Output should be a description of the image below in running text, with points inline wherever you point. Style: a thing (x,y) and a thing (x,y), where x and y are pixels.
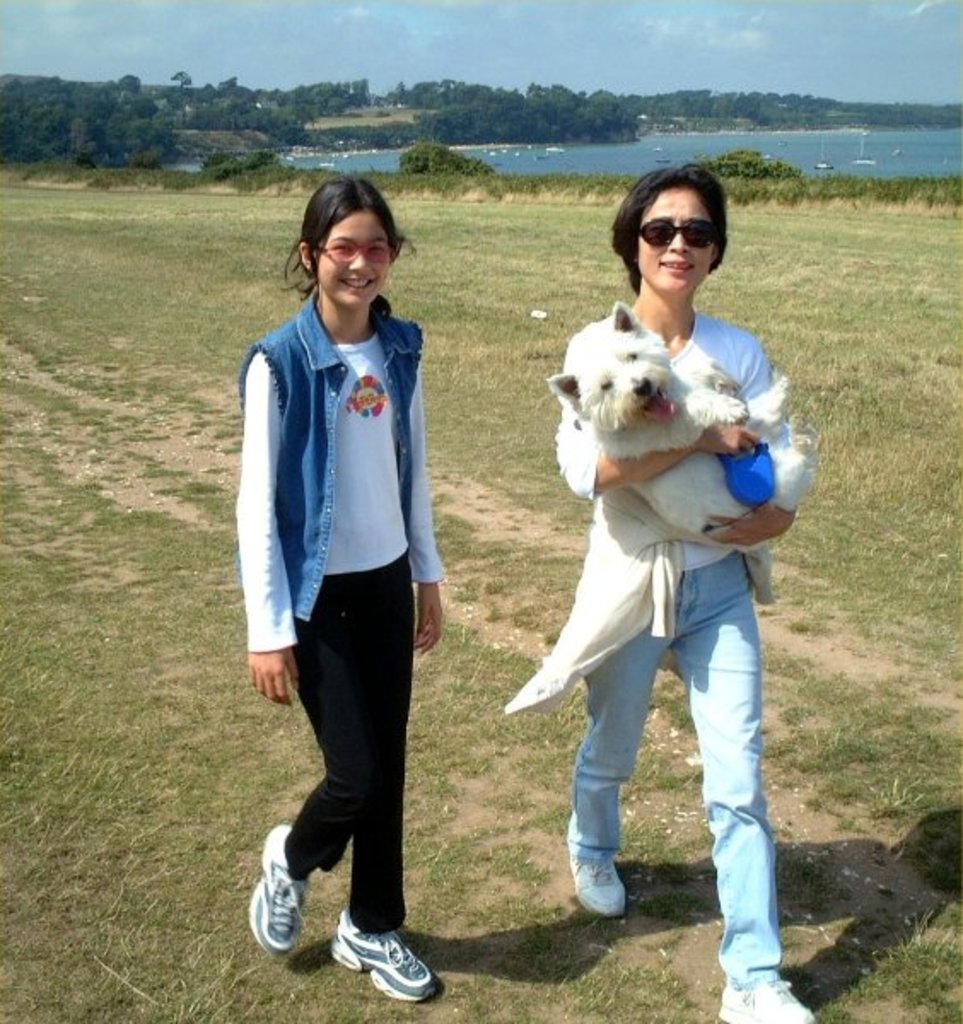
In this image we can see two persons (723,812) are walking on the ground (435,858) and one of them is holding a dog (633,419) with her hands (715,440). Here we can see grass (528,413). In the background (118,143) we can see plants (490,180), trees (102,138), water (705,146), and sky (928,60) with clouds (911,14).
